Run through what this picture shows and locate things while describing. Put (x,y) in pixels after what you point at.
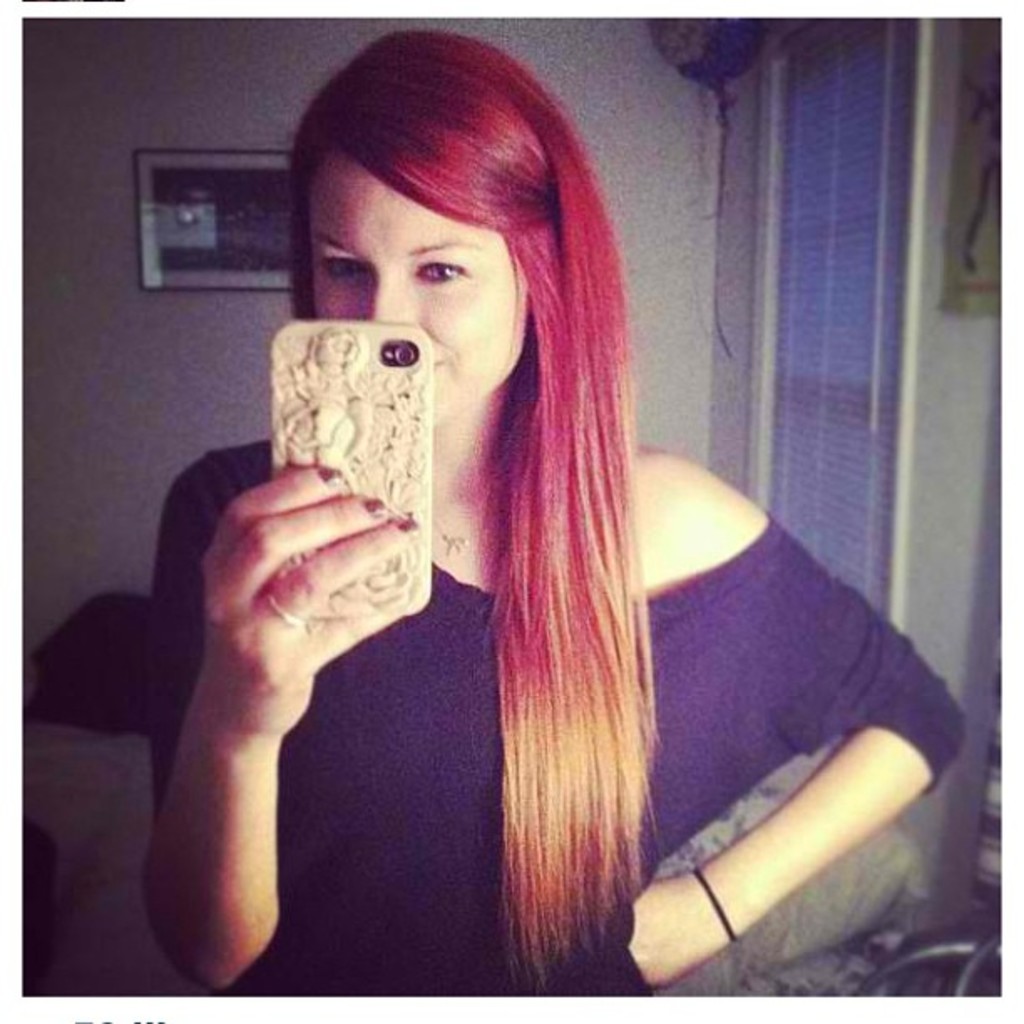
In the center of the image (541,472) we can see a lady (513,253) standing and holding a mobile (346,459). In the background (667,341) there is a wall (641,225) and a window (853,323). We can see a frame (209,267) placed on the wall (114,451).
